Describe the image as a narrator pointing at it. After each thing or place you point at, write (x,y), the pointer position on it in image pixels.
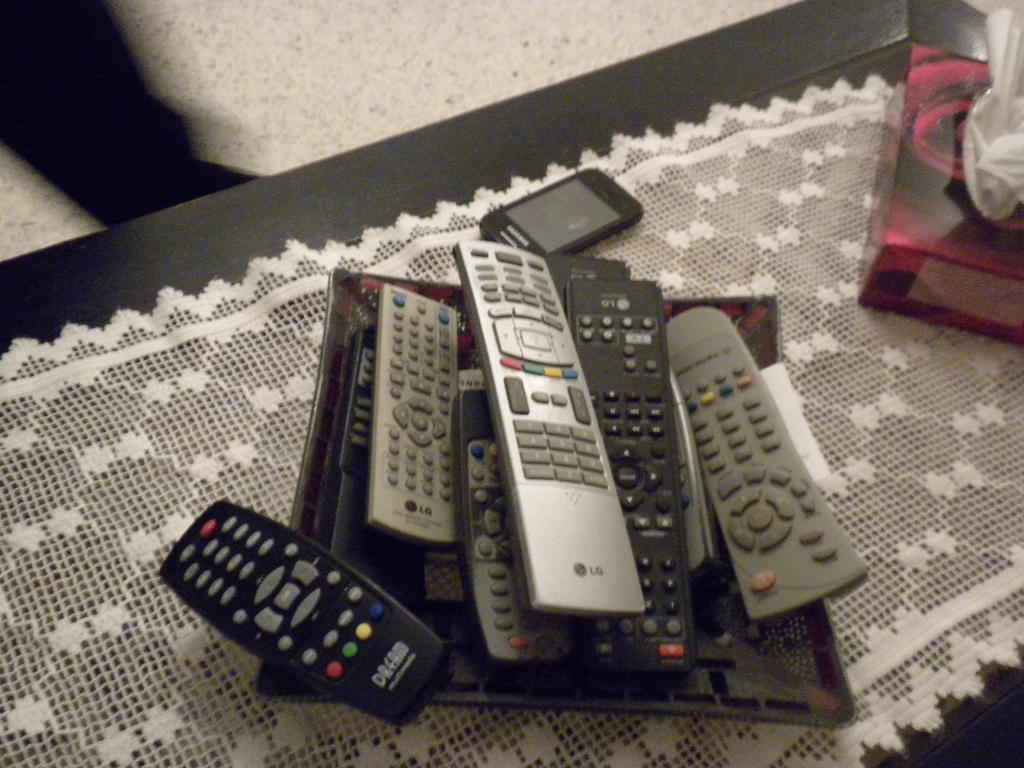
This image is taken indoors. At the top of the image (369,87) there is a floor (377,68) and there is a person's leg (110,132). At the bottom of the image (848,742) there is a table (941,726) with a tablecloth (370,253), a mobile phone (560,185), a tissue paper box (919,220) and a tray (750,659) with many remotes (493,477) on it.
